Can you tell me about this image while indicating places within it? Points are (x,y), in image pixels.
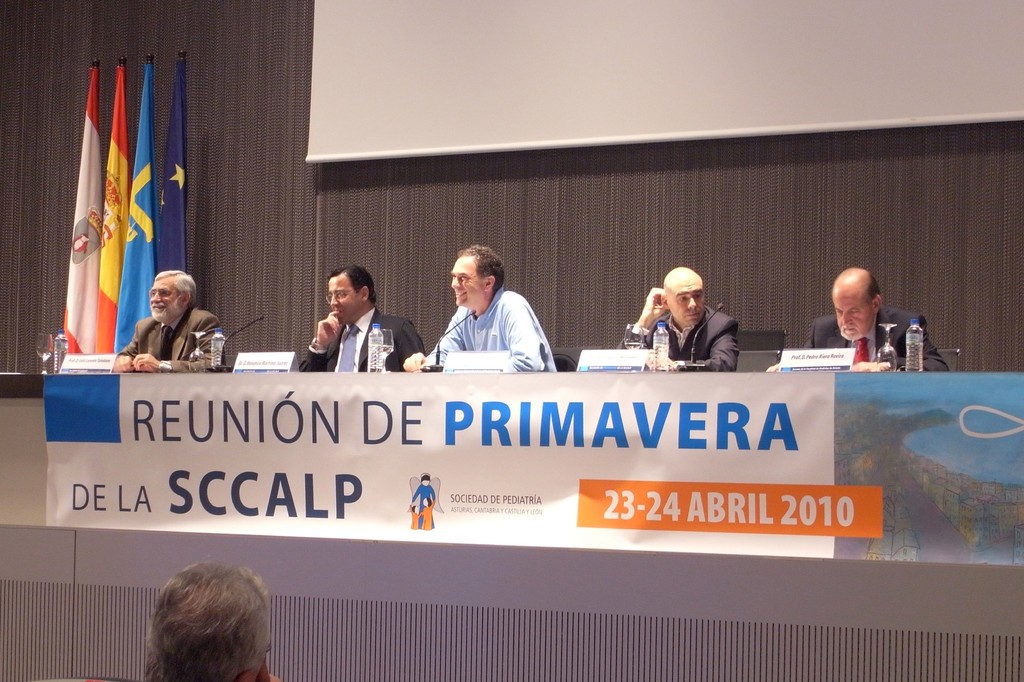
In the foreground (326,398) I can see five persons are sitting on the chairs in front of a table (246,420) on which bottles (212,361), mikes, board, glasses (877,359) are there, poster (369,433) and a person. In the background (292,192) I can see a screen (515,77), flags (150,185) and a wall (208,171). This image is taken may be in a hall (612,430).
